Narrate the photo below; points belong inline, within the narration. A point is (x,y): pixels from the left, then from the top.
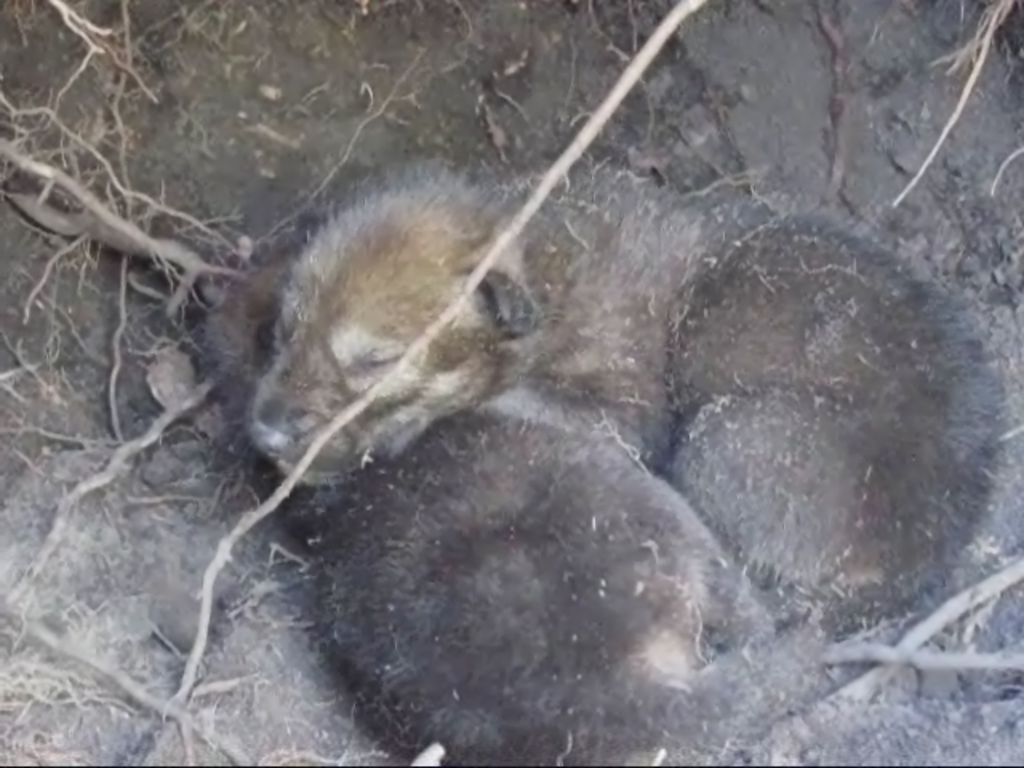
In this picture we can see few animals (578,554) are sleeping on the ground (146,612).
